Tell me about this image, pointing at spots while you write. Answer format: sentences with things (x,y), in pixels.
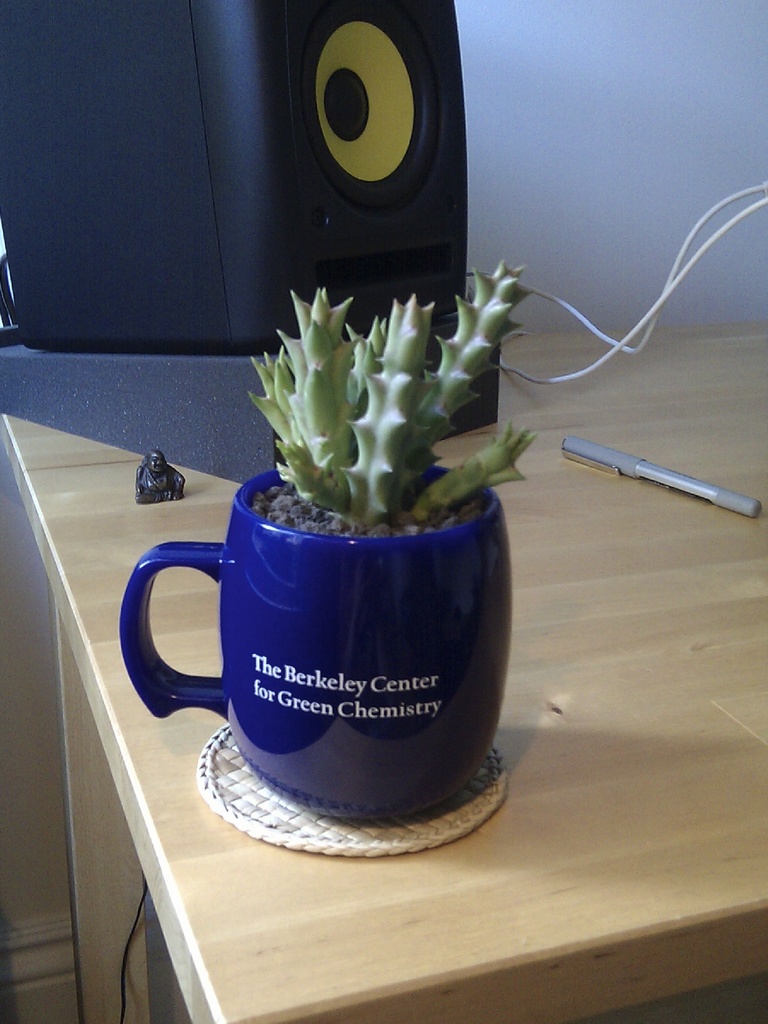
In this image I can see a table (554,634) and on it I can see a plant (304,446) in a blue colour mug (264,761). Behind it I can see a mini sculpture (163,474), a black colour speaker (196,308), two wires (605,355) and a pen (566,448).
